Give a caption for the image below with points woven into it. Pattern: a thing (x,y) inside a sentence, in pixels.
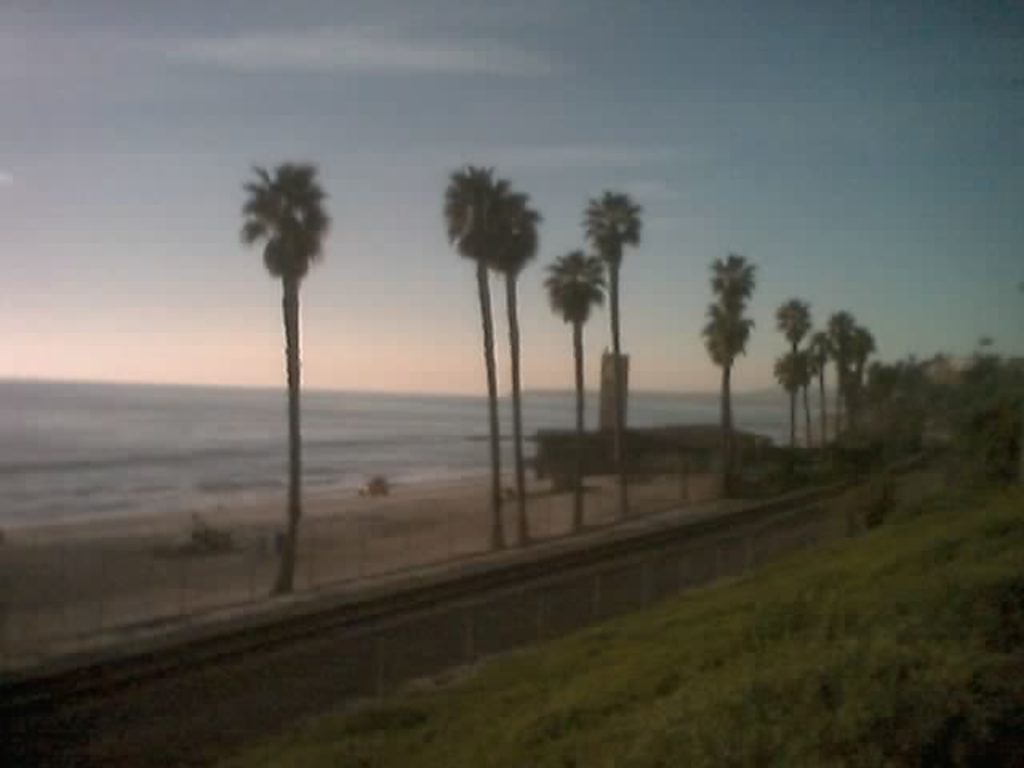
In this image I can see the ground (786,636), some grass (788,660), the road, few poles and few trees (729,419). In the background (316,446) I can see the water (234,398) and the sky (236,206).
